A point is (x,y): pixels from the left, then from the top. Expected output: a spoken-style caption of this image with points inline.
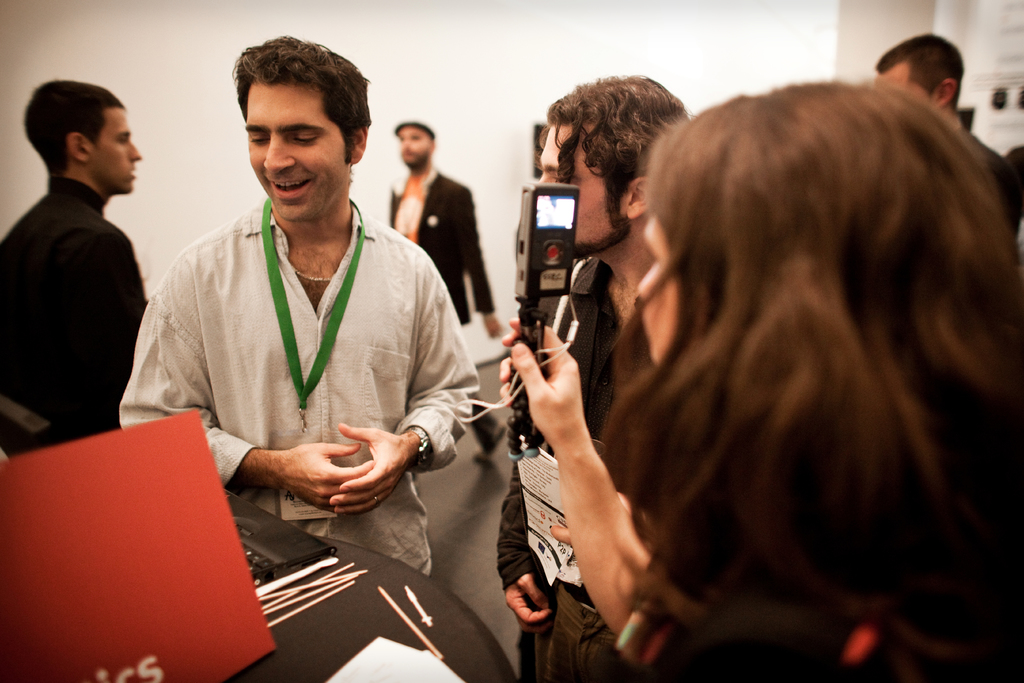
In this image I can see number of people (285,76) are standing and in the front (520,428), I can see one of them is holding a camera (525,223). I can also see a man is holding a paper (535,475) and on it I can see something is written. On the bottom left side of the image (327,607), I can see a table (411,571) and on it I can see a red colour thing (180,533), a laptop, two white colour things (381,682) and few other stuffs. I can also see this image is little bit blurry.
